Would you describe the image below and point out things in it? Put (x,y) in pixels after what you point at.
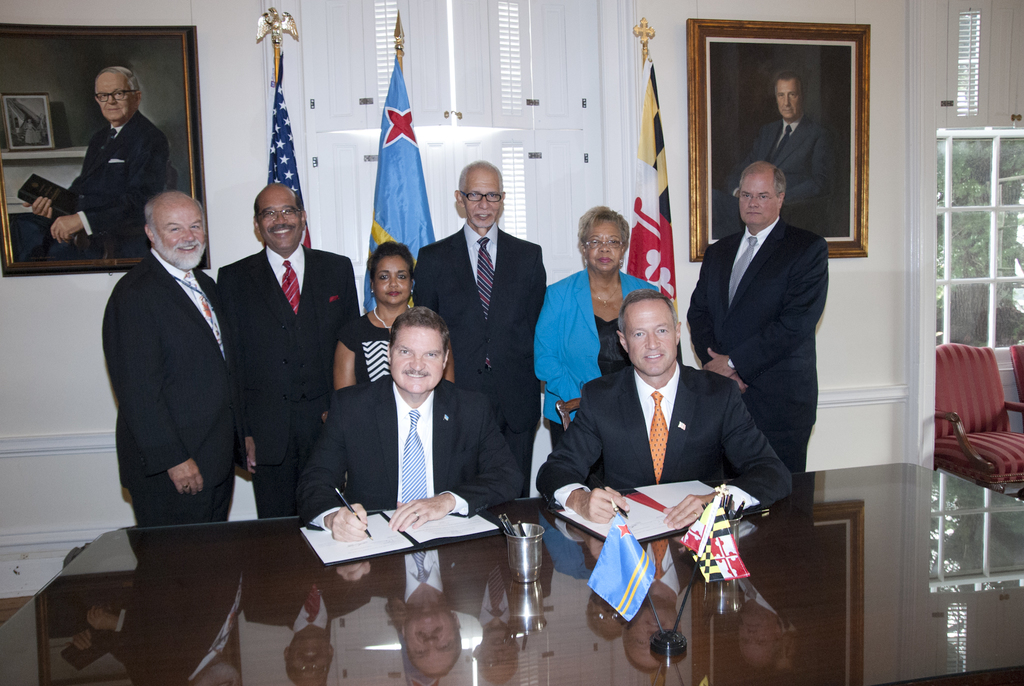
At the bottom of the image (709,578) there is a table (603,609) with flags (596,585) and glass (523,545) with pens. And also there are files (391,546). Behind the table (463,542) there are two men (591,509) sitting. Behind them there are few people (536,294) standing. In the background (216,274) there are flags (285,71), walls (237,105) with frames (2,50) and windows (516,77). On the right corner of the image (1006,378) there are chairs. Behind the chairs (992,394) there are glass windows (963,262).
